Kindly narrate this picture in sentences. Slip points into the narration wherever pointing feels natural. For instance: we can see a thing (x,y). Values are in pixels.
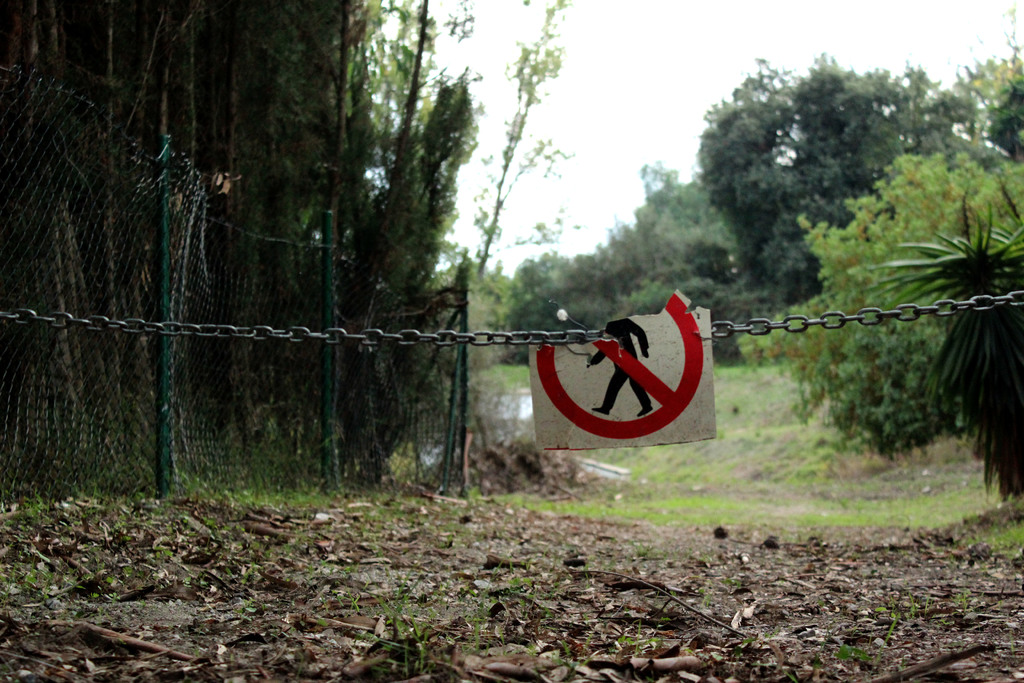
In this image I can see the board (605,393) attached to the chain (482,333). To the left (327,380) I can see the fence (233,301). There are many trees (407,262) and the white sky (577,162) in the back (606,188).
